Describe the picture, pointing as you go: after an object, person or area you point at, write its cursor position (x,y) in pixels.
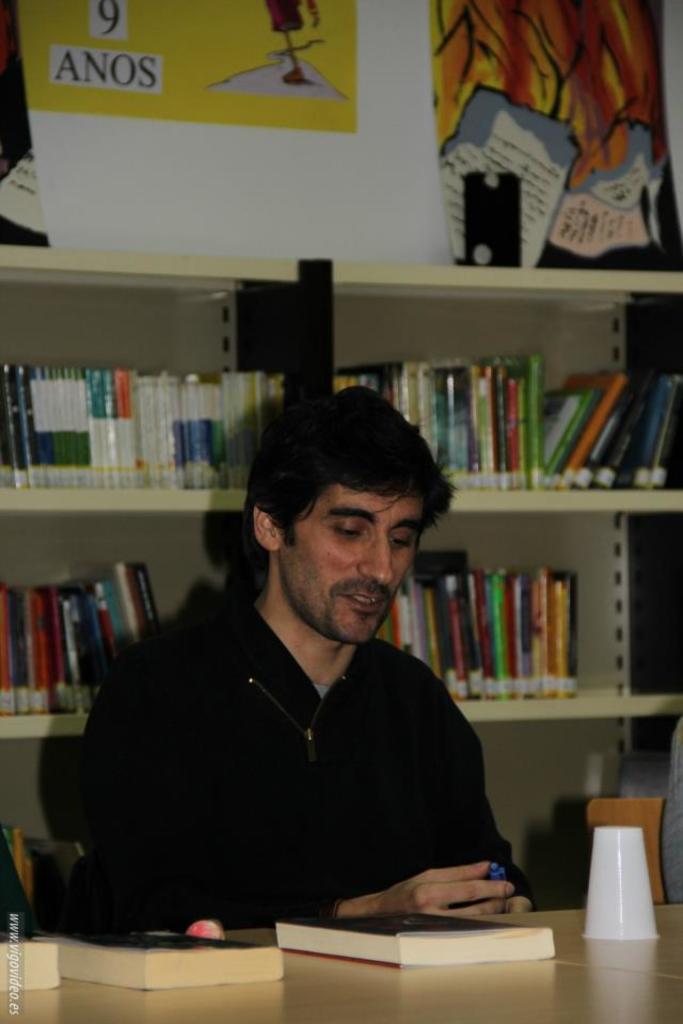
A man (323,675) is sitting in a library (224,360) with a book (386,962) in front of him.
